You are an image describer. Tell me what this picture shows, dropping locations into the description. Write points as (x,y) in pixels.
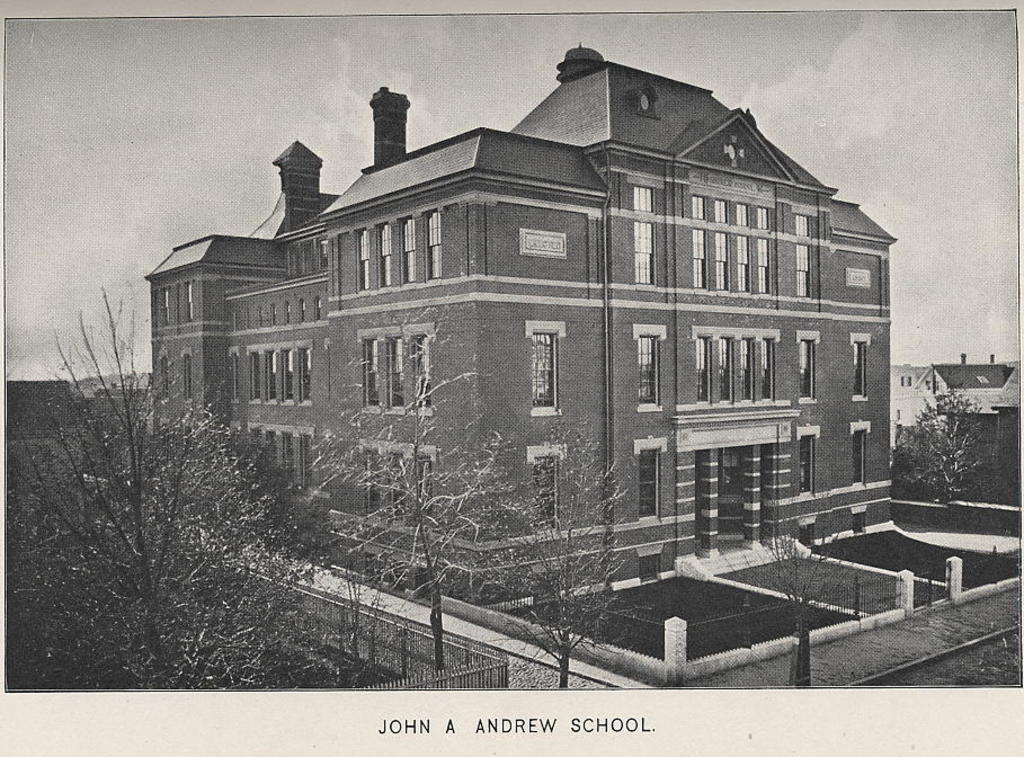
This is a black and white image. In the center of the image (422,279) we can see building (630,322). On the left side of the image (52,555) we can see trees (359,547). On the right side of the image (953,436) we can see houses (987,378) and tree (916,424). At the bottom of the image (827,621) we can see grass (718,604), fencing (588,640) and trees (569,642). In the background (9,257) we can see sky (418,54) and clouds (781,98).
